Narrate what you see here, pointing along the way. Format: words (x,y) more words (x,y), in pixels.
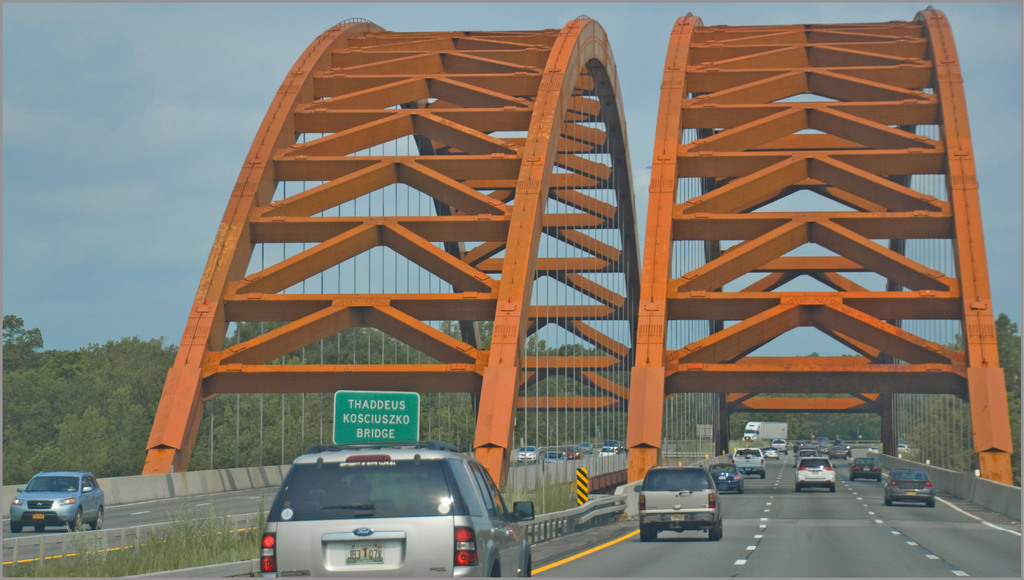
In this picture I can observe some cars (681,479) moving on the bridges (637,479). These bridges (378,309) are looking like an arch bridges (444,250). In the background (204,422) there are trees (98,384) and sky (124,142).
